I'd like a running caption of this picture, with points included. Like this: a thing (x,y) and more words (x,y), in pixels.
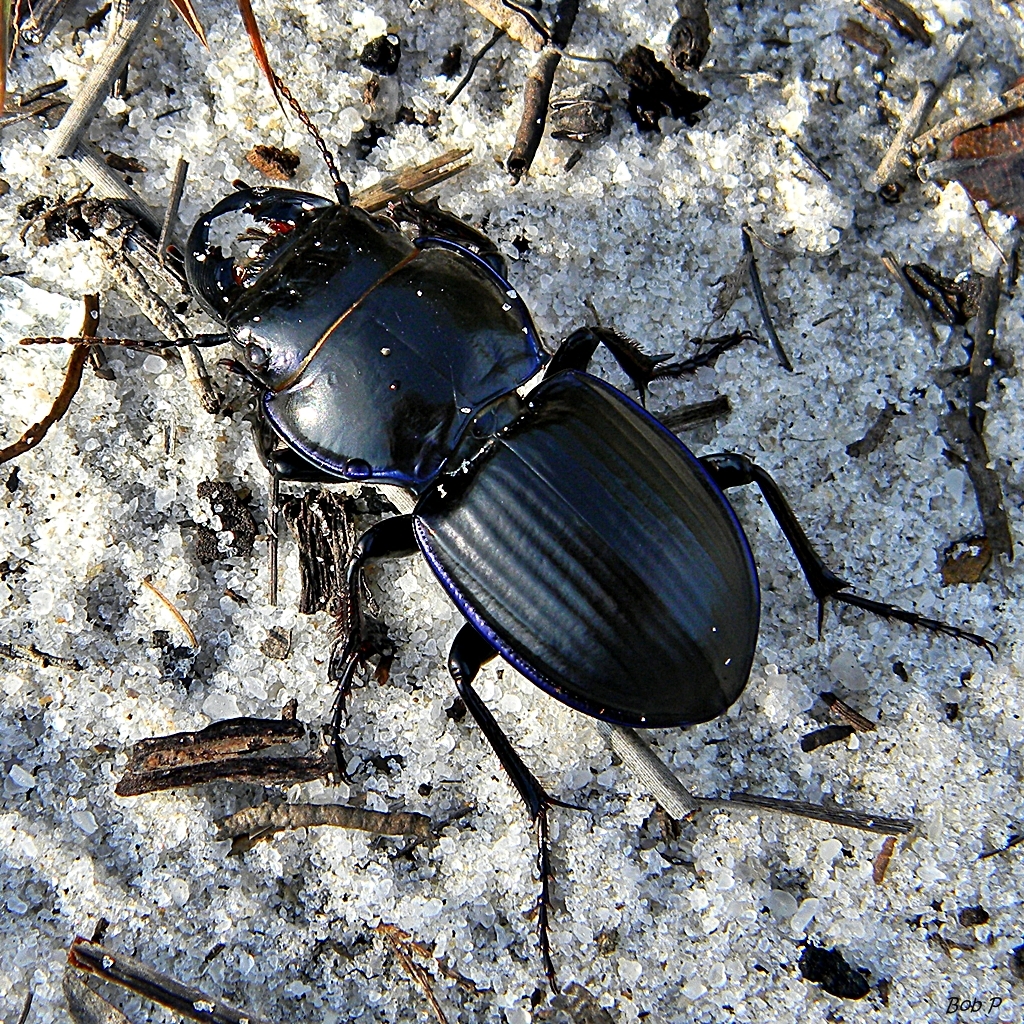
In this picture we can see an insect (700,511) and aside to this insect (320,358) we can see wooden sticks (58,83).
